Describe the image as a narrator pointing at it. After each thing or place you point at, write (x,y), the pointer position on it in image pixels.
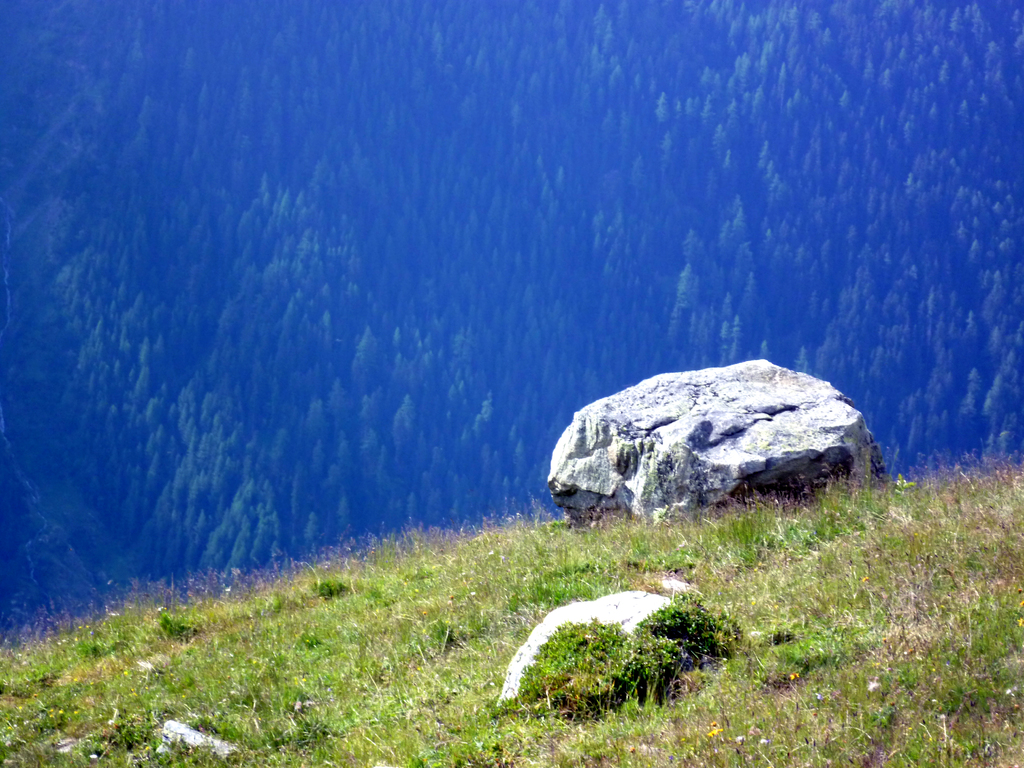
Here in this picture we can see rock stones (660,498) present on the ground (566,698), which is fully covered with grass (732,559) over there and beside that we can see trees (635,330) present all over there and we can see them in blue color over there.
